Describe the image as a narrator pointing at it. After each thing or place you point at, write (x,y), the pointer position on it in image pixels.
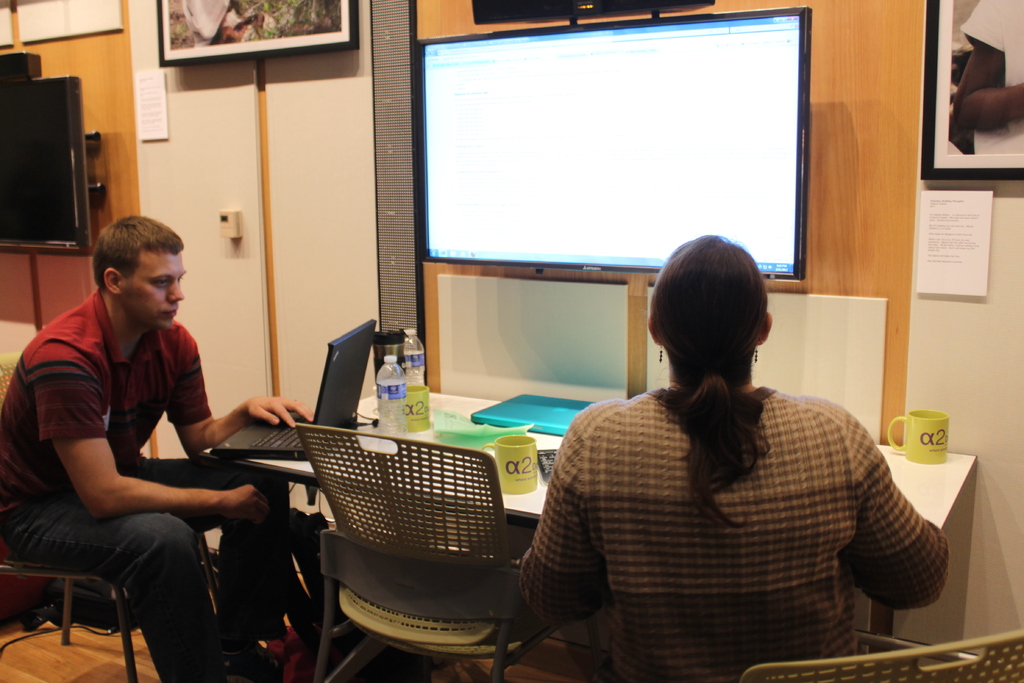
In the given image we can see a man (232,414) and a woman (708,434) sitting on a chair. In front of them there is a table (446,399), water bottle (387,381), cup (503,447) and a laptop system (335,392). This is a TV (599,135) and photo frame (934,91) stick on the wall (900,113). These are the chairs (417,621).
